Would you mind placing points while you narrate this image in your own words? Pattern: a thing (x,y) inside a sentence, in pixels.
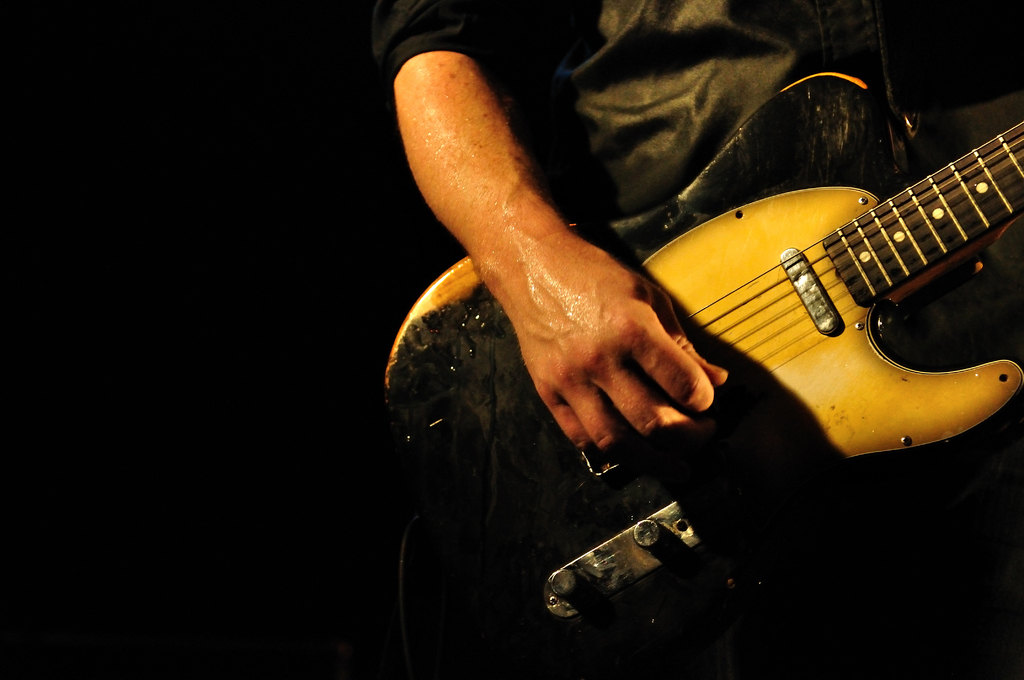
This person (659,425) holding guitar (622,434).
